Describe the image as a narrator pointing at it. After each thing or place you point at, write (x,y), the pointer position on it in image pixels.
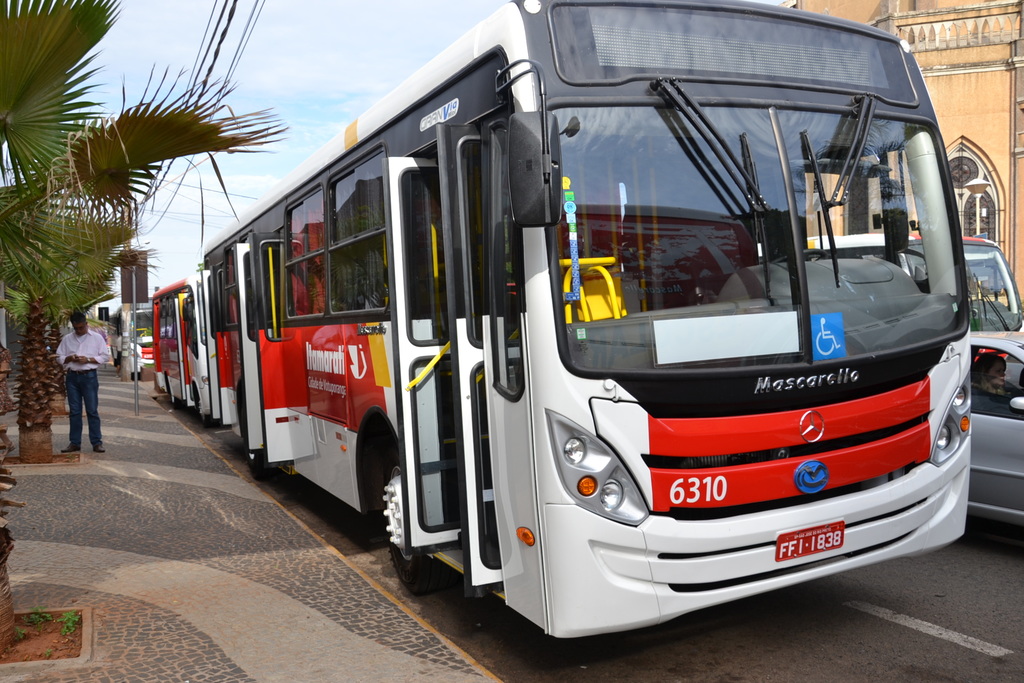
As we can see in the image there is a building (1014,140), cars (986,331), buses (542,316), sky (304,16), trees (39,133) and a person (74,366) standing on the left side (79,331).
